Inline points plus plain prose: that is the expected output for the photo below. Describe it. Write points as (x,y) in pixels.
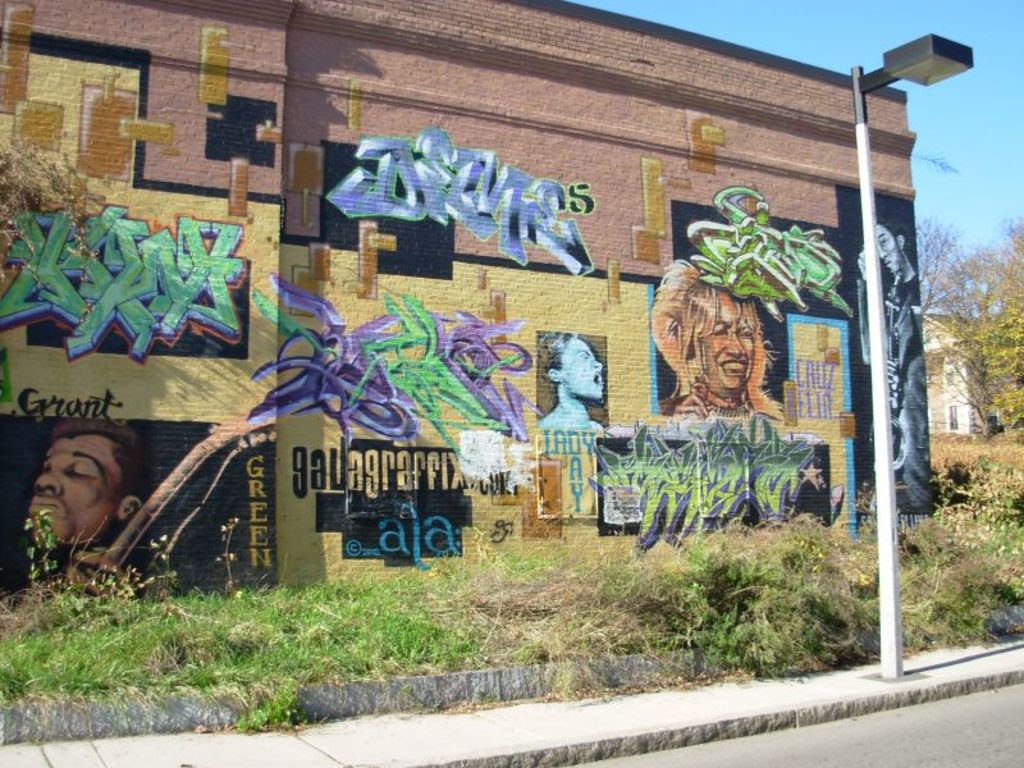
In this image there is a wall (688,306) having some text (470,343) and few pictures (70,432) painted on it. Right side (955,411) there is a building (933,342). Before there are trees (968,387) and plants (1002,480). There is a street light (898,652) on the pavement (797,710). Behind there are plants (715,581) and grass (259,617) on the land (374,586). Right bottom there is a road (863,722). Right top there is sky (969,130).
